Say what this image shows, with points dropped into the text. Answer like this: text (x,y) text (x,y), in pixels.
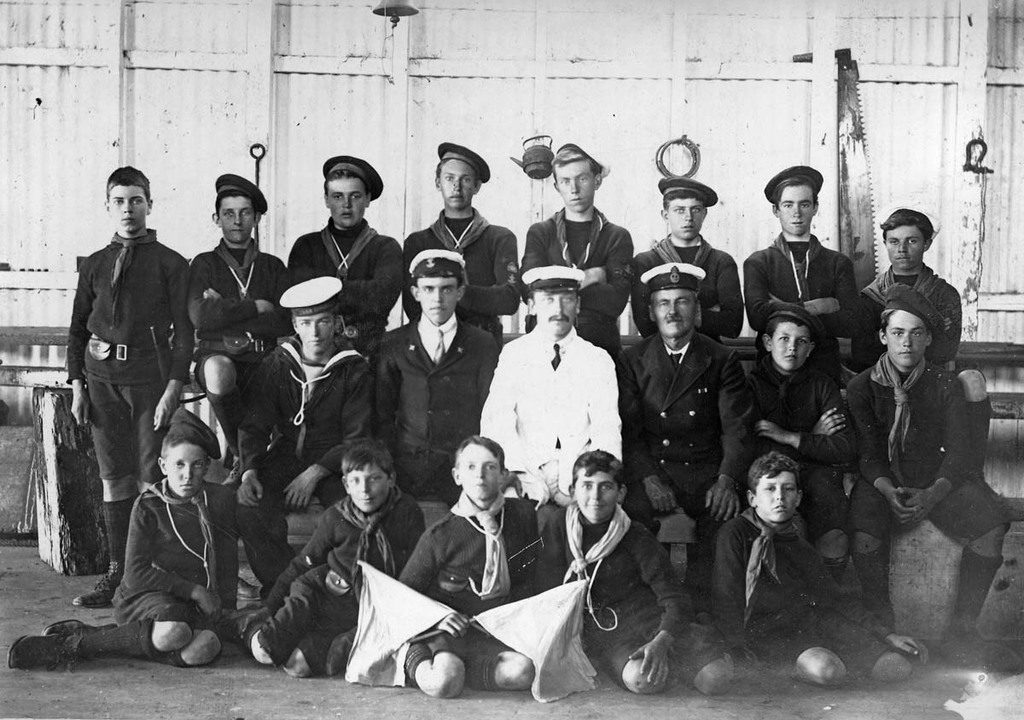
This is a black and white picture. In the foreground of the picture (377,518) there are kids (462,592) sitting on the floor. In the center of the picture (488,377) there are many people (446,377) sitting on the bench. In the background (411,236) there are men (545,251) standing. At the top (385,210) there is an iron wall (344,104).
